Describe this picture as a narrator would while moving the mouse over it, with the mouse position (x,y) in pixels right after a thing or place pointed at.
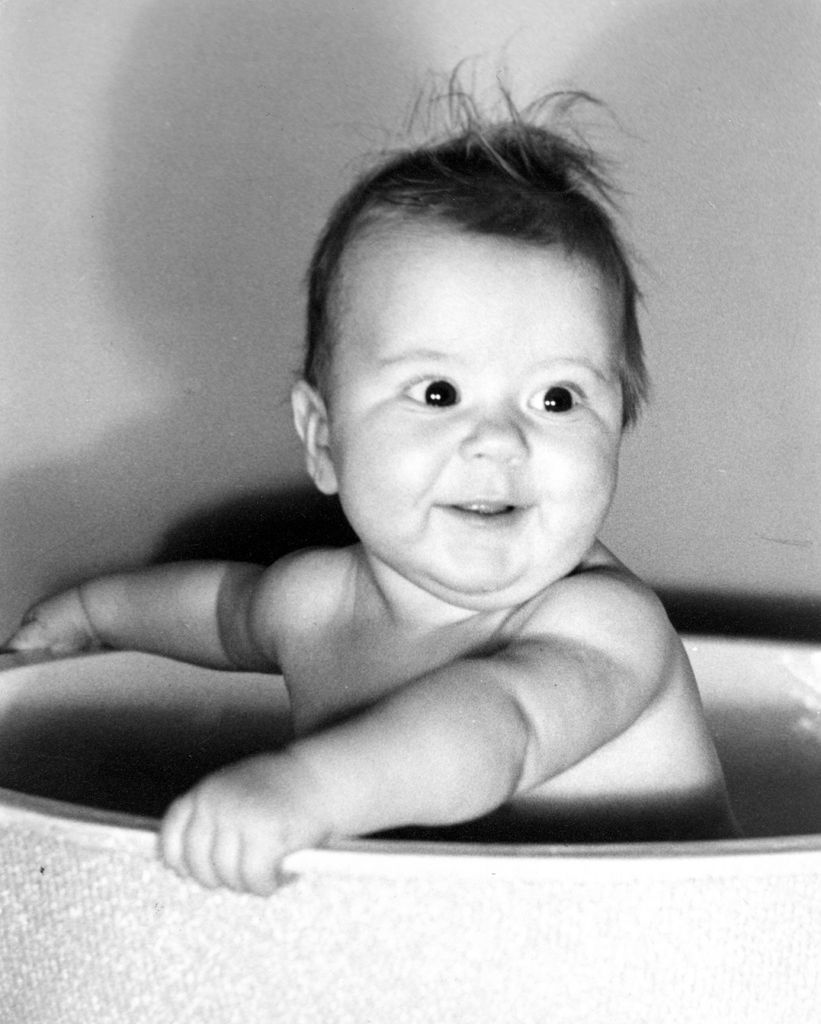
In this image I can see the person (545,518) sitting in the tub (395,864). In the background (284,240) I can see the wall (145,143). And this is a black and white image.
